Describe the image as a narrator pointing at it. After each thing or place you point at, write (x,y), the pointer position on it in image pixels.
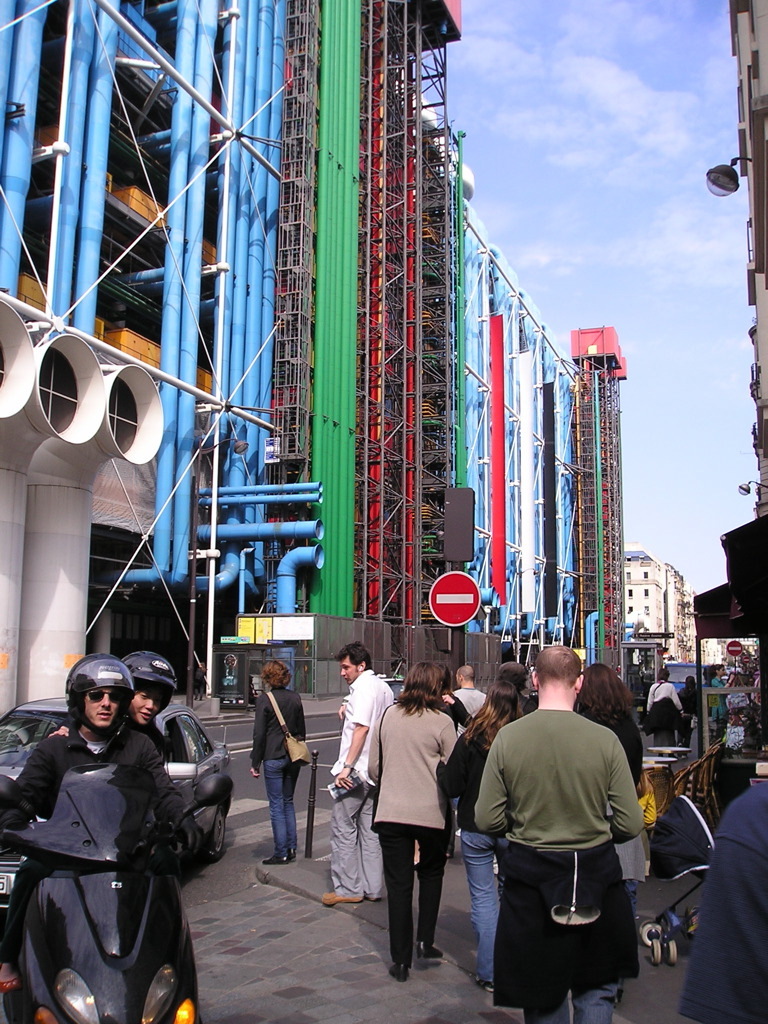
In this image there are people (573,761) standing on a road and there are cars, in the background (121,574) there are buildings (764,449) and the sky (628,148).
